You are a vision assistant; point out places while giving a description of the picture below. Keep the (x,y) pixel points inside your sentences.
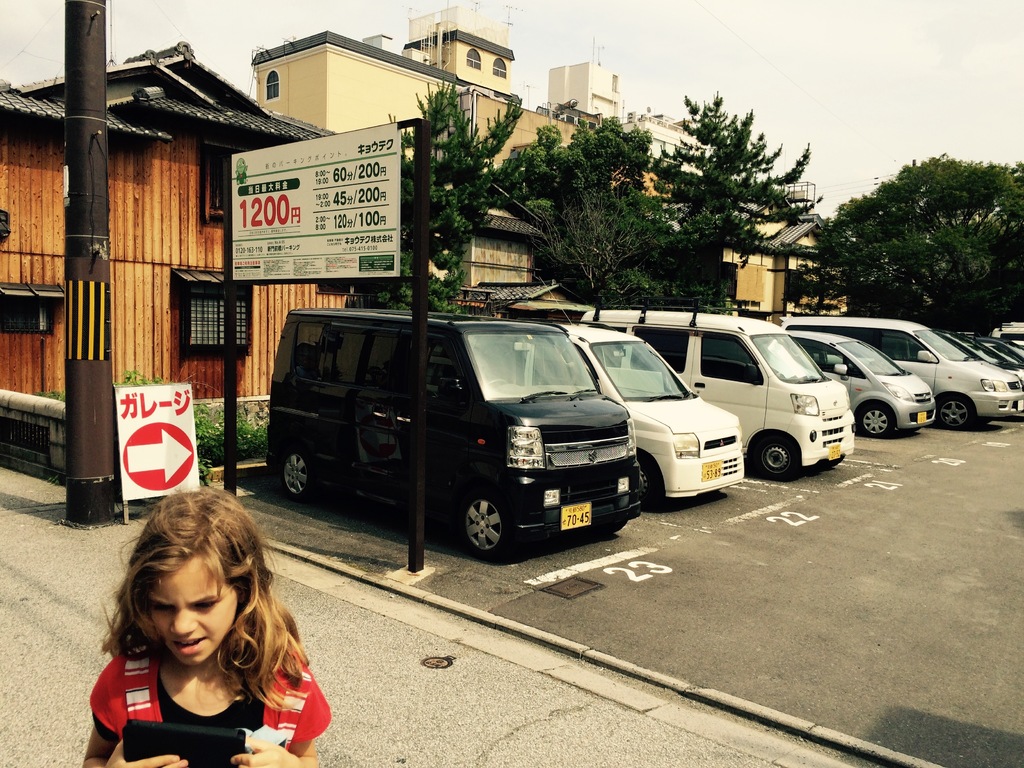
In this image we can see some buildings (200,247), trees (564,262), name boards (368,185), vehicles (353,370) and other objects (101,302). In the background of the image (543,19) there is the sky (980,104). At the bottom of the image (565,648) there is the road (533,712), kid (194,559) and an object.
